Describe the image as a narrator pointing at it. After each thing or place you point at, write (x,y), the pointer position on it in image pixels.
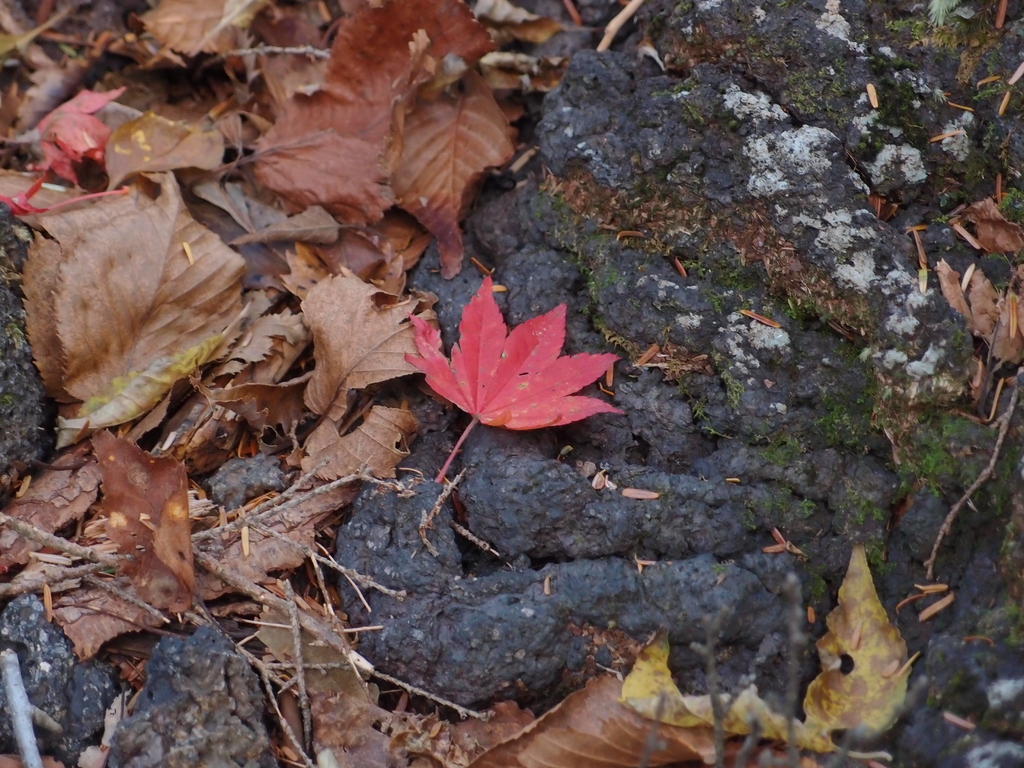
In this image I can see there are dried leaves (363,363).
